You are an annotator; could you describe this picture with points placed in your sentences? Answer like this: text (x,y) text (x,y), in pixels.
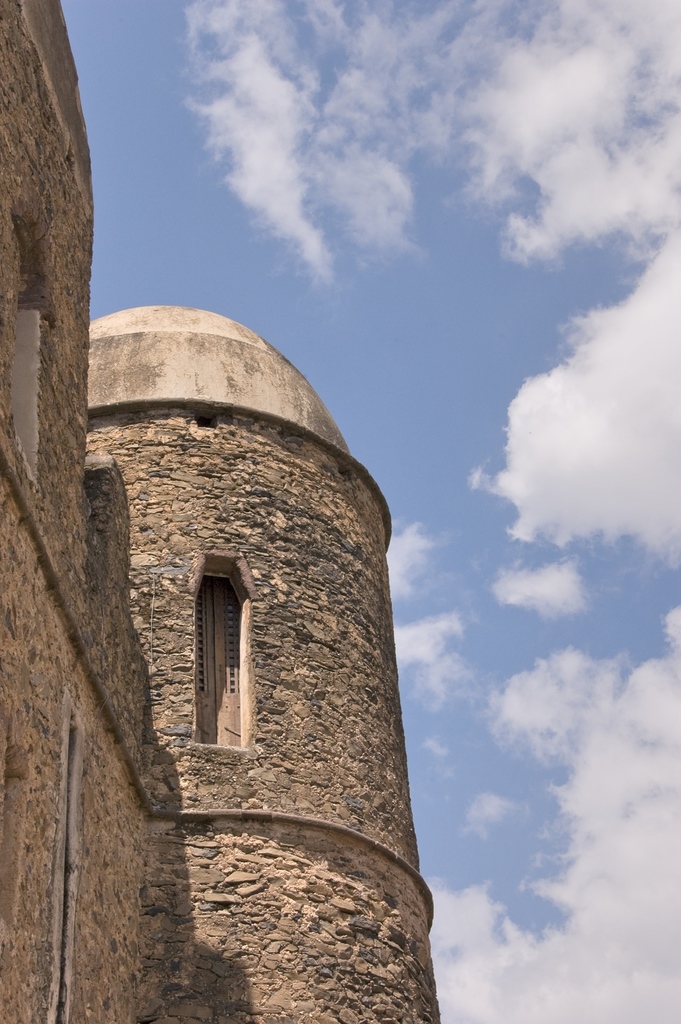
In this image we can see a building (148,636) with windows (25,440). In the background of the image (474,515) there is sky (460,416) and clouds (466,112).
